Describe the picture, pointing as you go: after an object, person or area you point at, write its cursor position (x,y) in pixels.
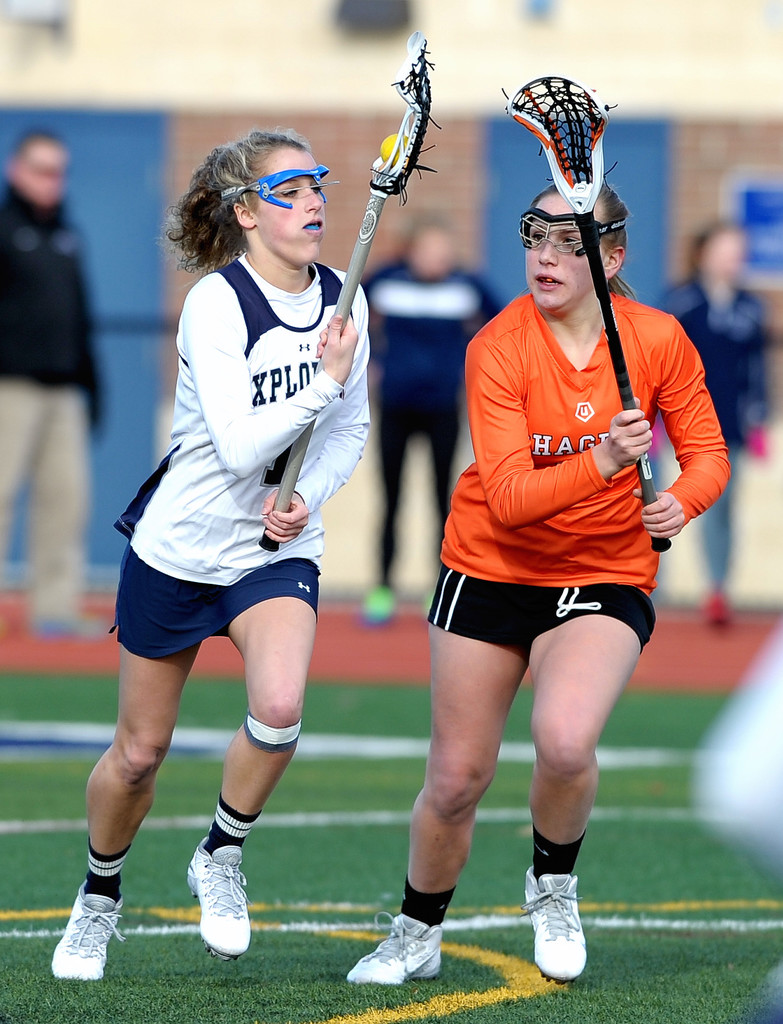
In this picture we can see there are two people (366,441) running and holding some objects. Behind the people (331,465) there are some people (44,274) standing and the blurred background (710,308).
